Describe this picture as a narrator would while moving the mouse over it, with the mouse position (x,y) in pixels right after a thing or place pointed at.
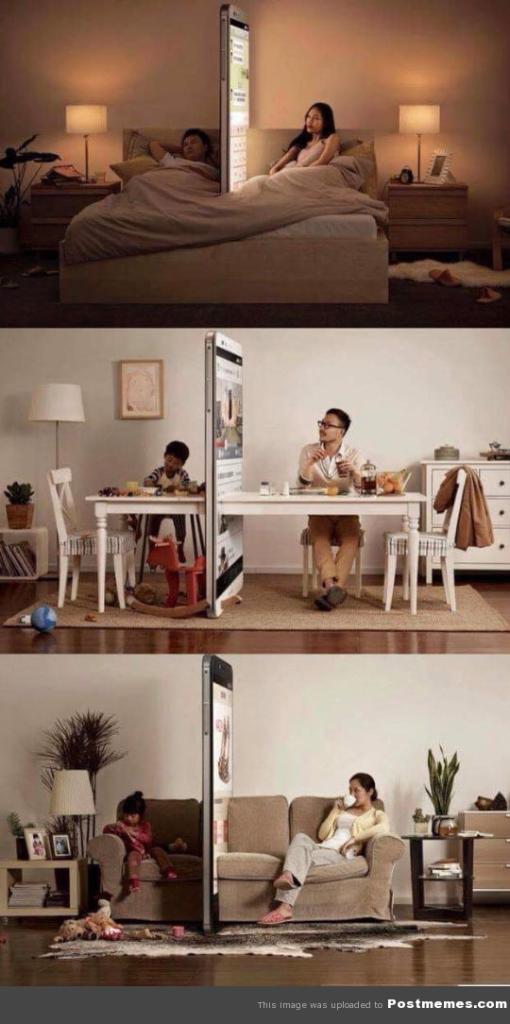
I see a collage of pics, In which these are sitting on the couch (386,872) and there are few things (500,840) on the either side, In this pic these two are sitting on chair (118,541) and there is a table (134,505) in front (127,501), In the background (44,547) I see a lamp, a photo frame (126,404), cabinet (27,530) and a plant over here and this pic I see this person (177,172) is lying and this person (315,156) is sitting and there are lamps (436,128) on the either side.
